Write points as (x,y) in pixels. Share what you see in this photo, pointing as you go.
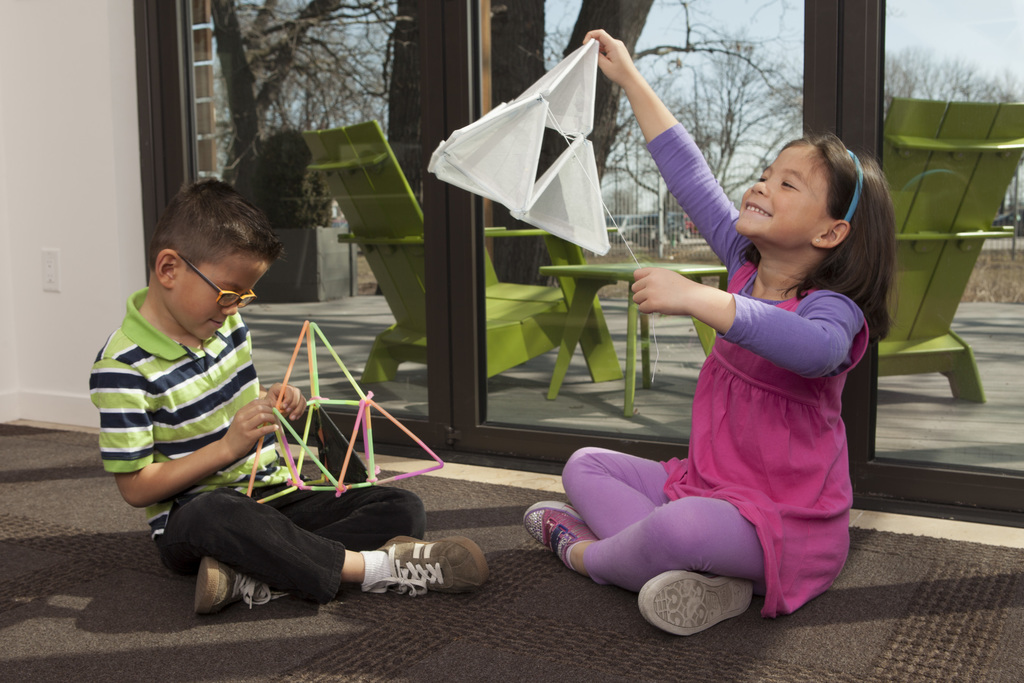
In the picture I can see a boy (202,354) and a girl (728,355) are sitting on the floor (528,570). These two kids (168,375) are holding some objects (338,356) in hands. In the background (399,384) I can see framed glass wall (405,389), green color chairs (948,229), a table (630,282), trees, the sky (609,164) and some other objects (313,284).
